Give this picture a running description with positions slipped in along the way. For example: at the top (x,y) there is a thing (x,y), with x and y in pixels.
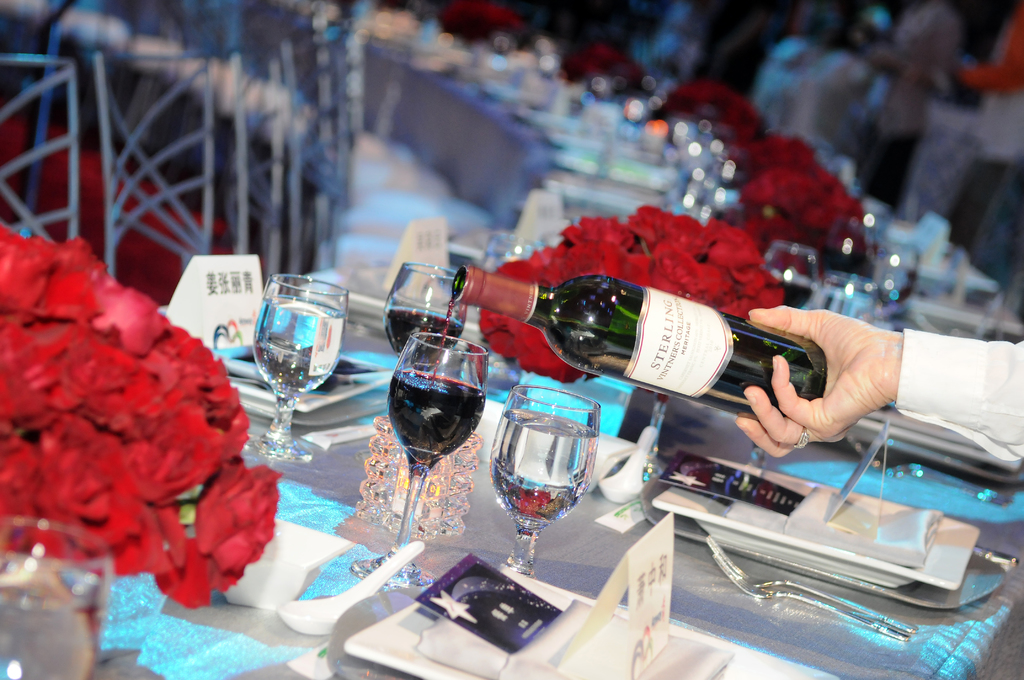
there is a table (877,659) on which there are glasses (446,377), red roses (180,429), spoon (307,610), plate (902,567), white napkin (914,536), fork (758,594). at the right (958,383) a person (925,382) is holding a green bottle (641,364) and pouring the drink (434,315) in the glass (430,422). he is wearing white shirt (936,392). at the left (309,251) there are chairs (210,237) arranged in front of the table (347,272).
